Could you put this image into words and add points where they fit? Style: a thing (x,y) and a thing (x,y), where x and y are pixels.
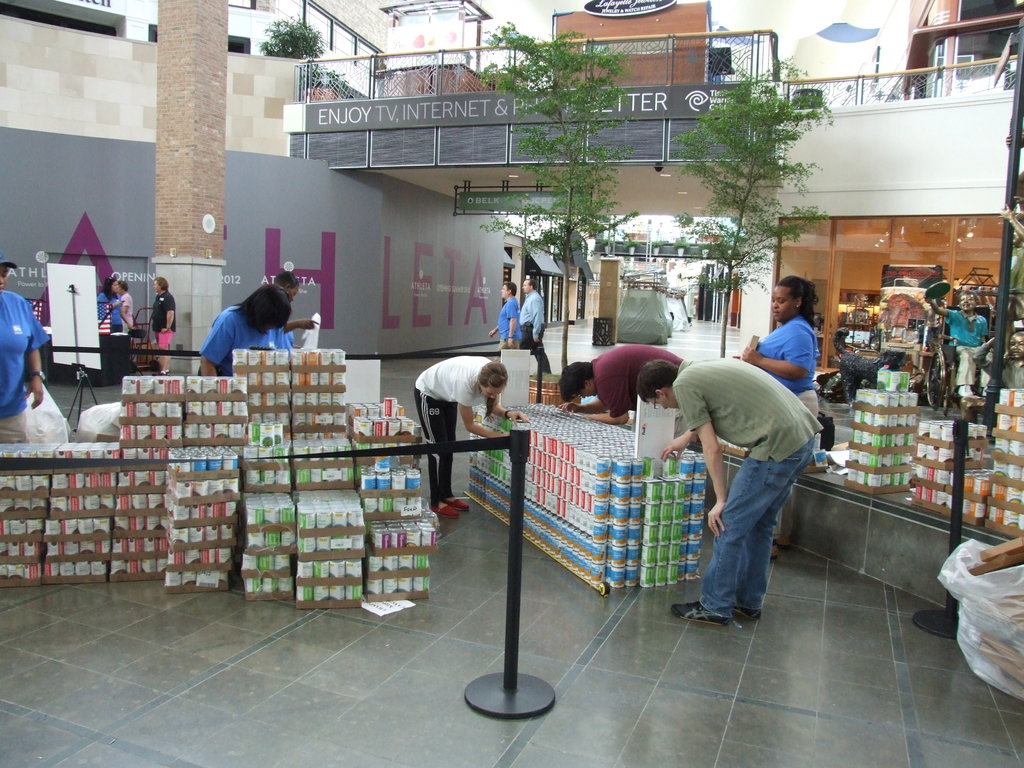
In this image I can see the ground (297,701), few black colored poles (518,621), black colored belt (399,453) to the poles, few objects (307,473) which are white, orange, blue and green in color on the ground (529,642) and few persons (677,399) are standing and holding them. In the background (351,230) I can see few buildings (343,184), the bridge (315,145), few trees (697,167) which are green in color, few boards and few other objects (804,94).
